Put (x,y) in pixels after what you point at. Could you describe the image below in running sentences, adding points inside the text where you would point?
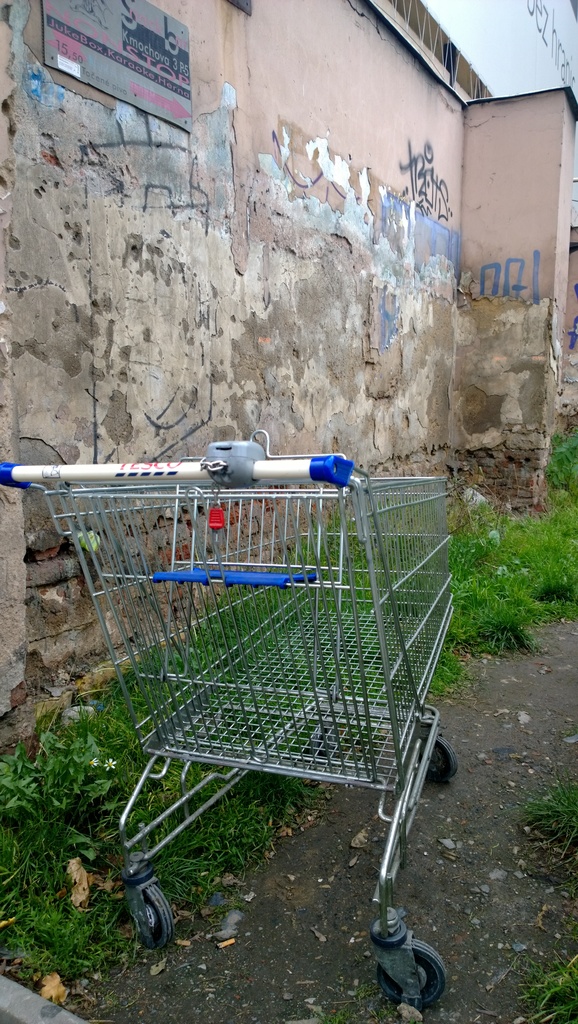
In the image there is a trolley (156,584) on the land (421,923) with grass (47,832) beside it and followed by a wall (193,228).
